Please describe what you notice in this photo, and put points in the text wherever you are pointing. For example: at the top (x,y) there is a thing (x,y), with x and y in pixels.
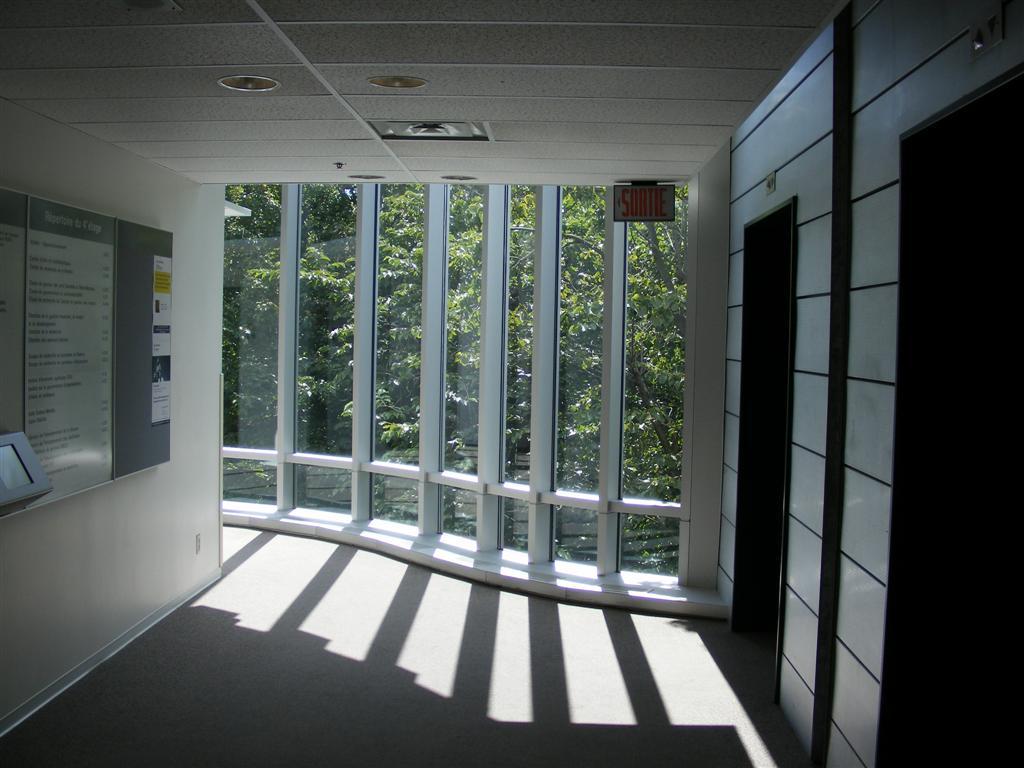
In this image we can see an inside view of a building (734,362) there is a board (116,340) with poster (158,319) attached to it on the left side (154,293), on the right side (772,369) there are two doors (762,358) and there are lights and a board (643,194) hanged to the ceiling (640,154) and through the glass (569,470) we can see few trees (563,336).
